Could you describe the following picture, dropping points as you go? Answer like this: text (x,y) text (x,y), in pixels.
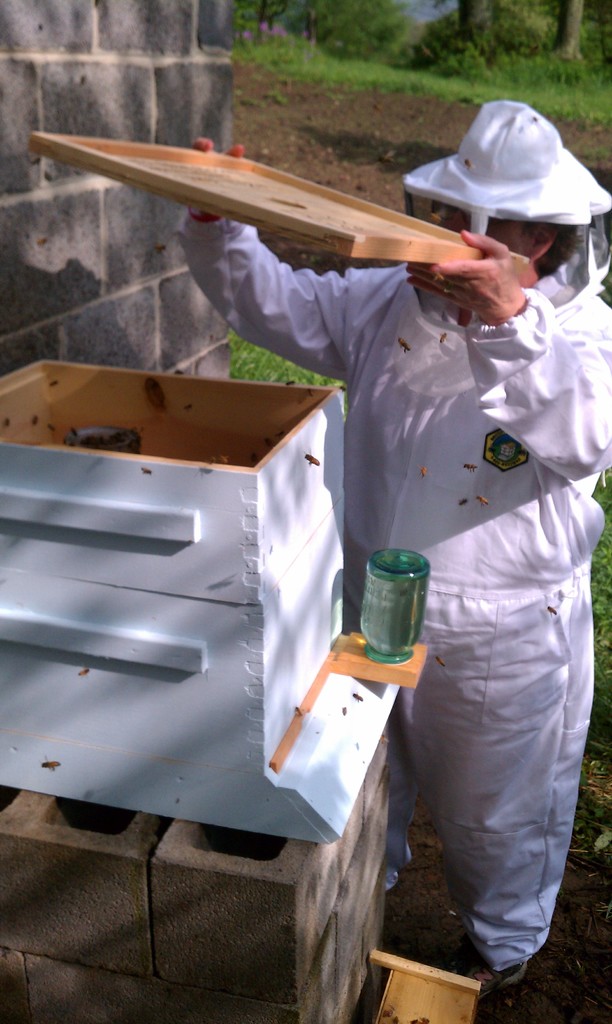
In this image, at the right side (521,778) we can see a person (529,486) wearing white color dress (504,484), there is a box (95,742) and the person (389,282) is looking into the box (95,719), there is a wall (89,57) at the left side (89,57).
